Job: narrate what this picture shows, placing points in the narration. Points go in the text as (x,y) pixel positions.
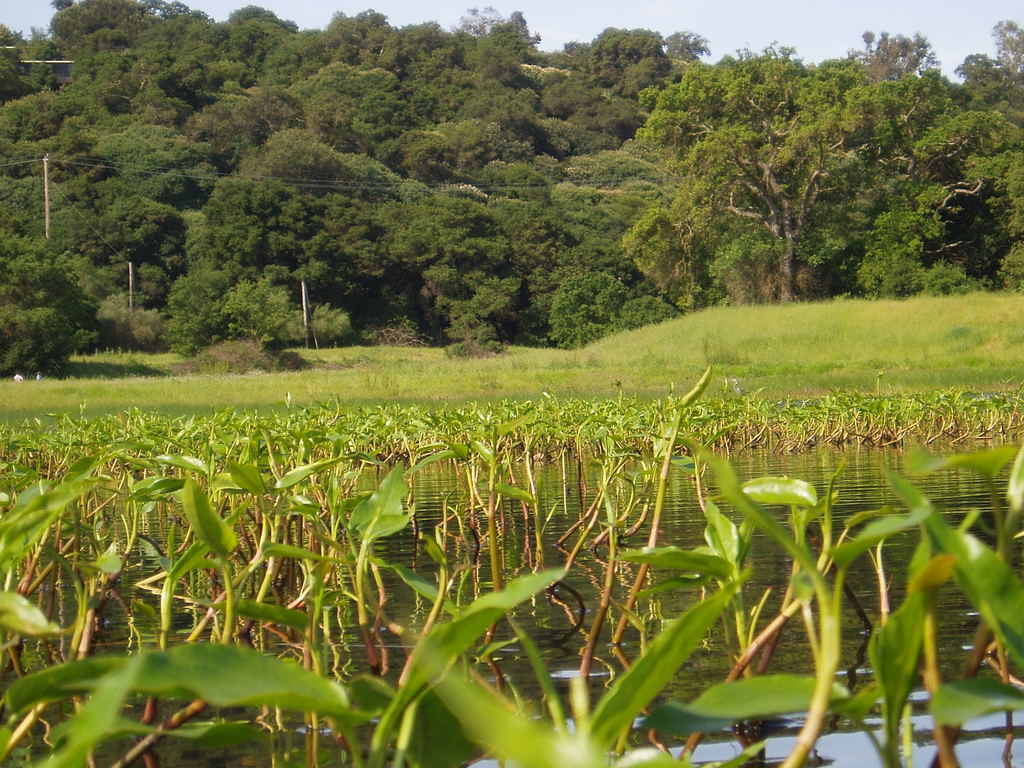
In this picture we can see plants (608,415), water (507,504), grass (446,356), poles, wires (25,165) and trees (558,171). In the background of the image (869,15) we can see the sky (869,15).
